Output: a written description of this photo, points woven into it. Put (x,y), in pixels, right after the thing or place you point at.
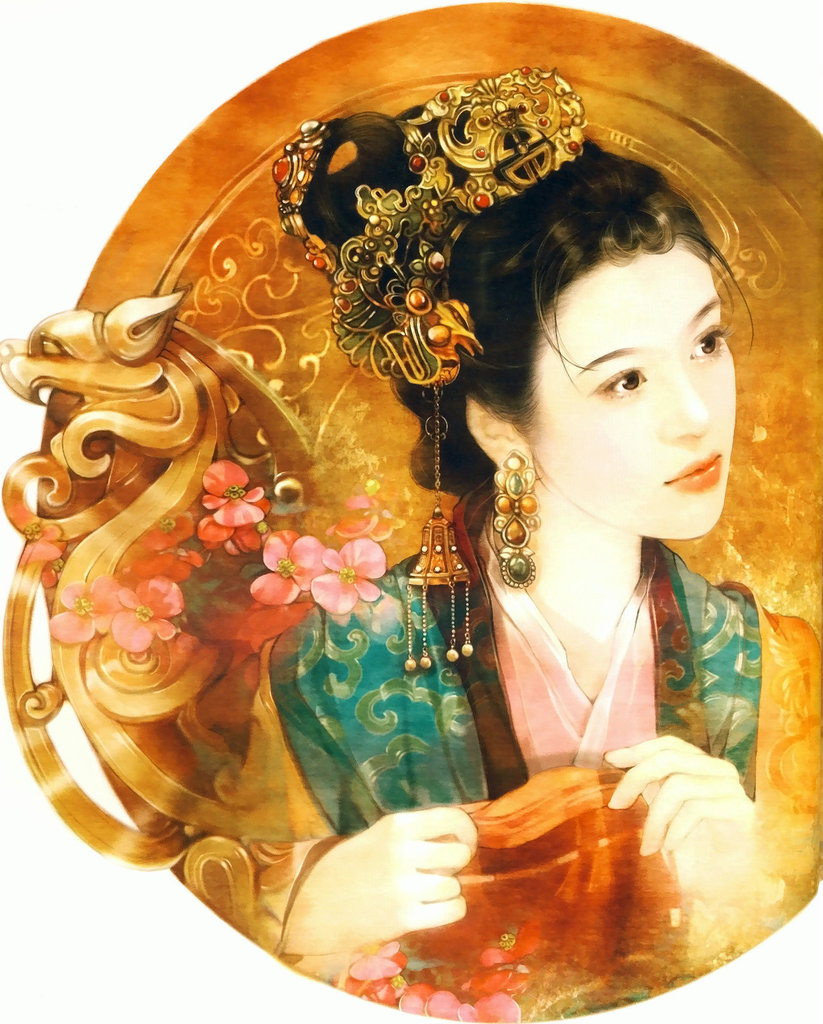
In this image we can see an object (286,394) with a painting (515,664) of a girl (563,642) on it. There is a carving (184,725) on this object (208,463). There is a painting (242,577) of a few flowers (281,600) and the woman (555,588) is with jewelry (427,195).
